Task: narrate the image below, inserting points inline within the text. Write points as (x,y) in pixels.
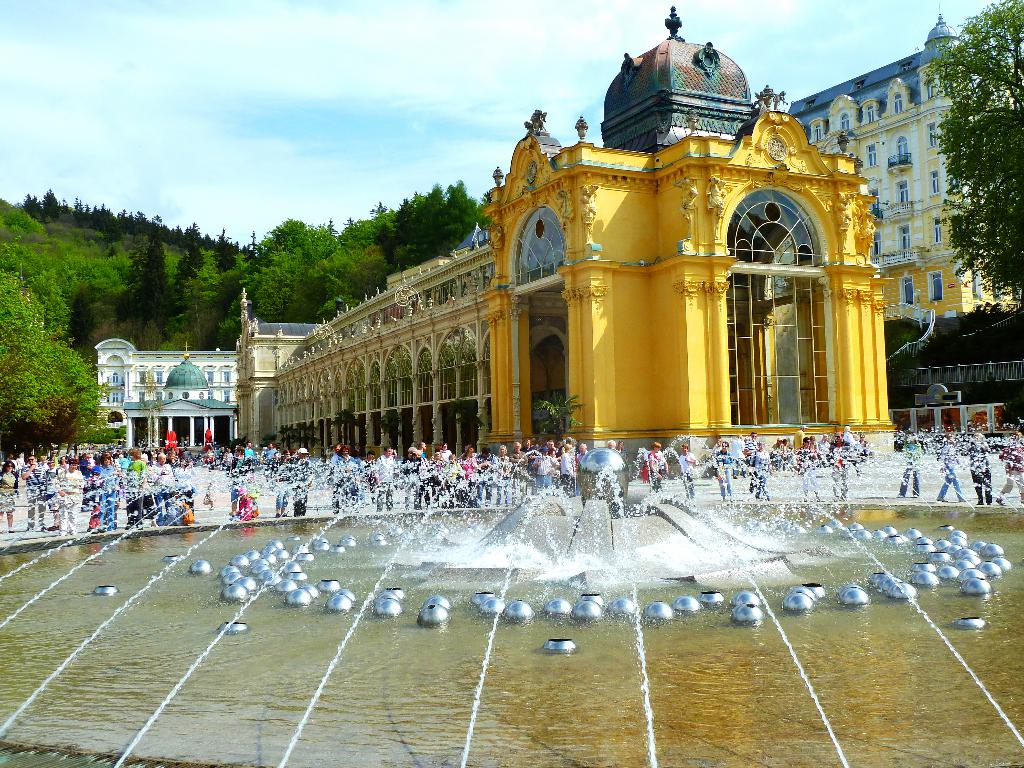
In this picture we can see water fountain (615,552) and metal objects (429,602). There are people (798,452) and we can see buildings (334,382), railing (933,374) and trees (998,220). In the background of the image (414,98) we can see the sky (407,105) with clouds (434,79).
